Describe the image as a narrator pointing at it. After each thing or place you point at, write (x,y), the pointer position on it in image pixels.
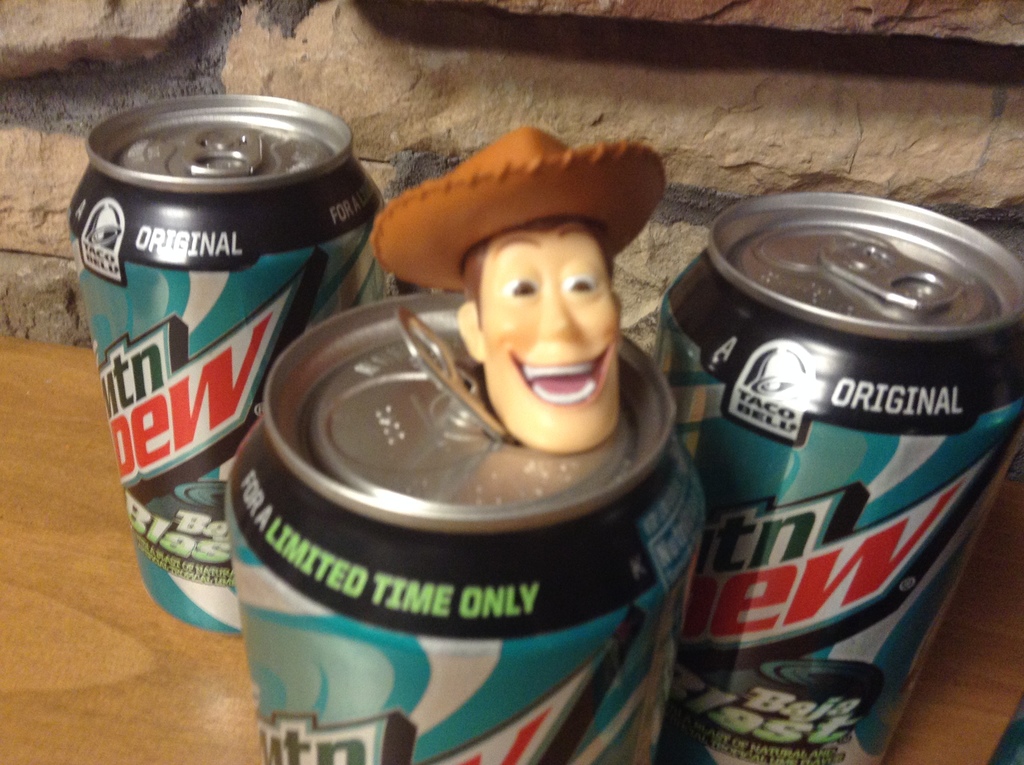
In the image I can see three tin cans (418,463) and a toy (586,396) on the middle tin can (462,573). On these cans (427,547) I can see labels (191,425) and something written on them. These cans (314,542) are on a wooden surface (75,684).
